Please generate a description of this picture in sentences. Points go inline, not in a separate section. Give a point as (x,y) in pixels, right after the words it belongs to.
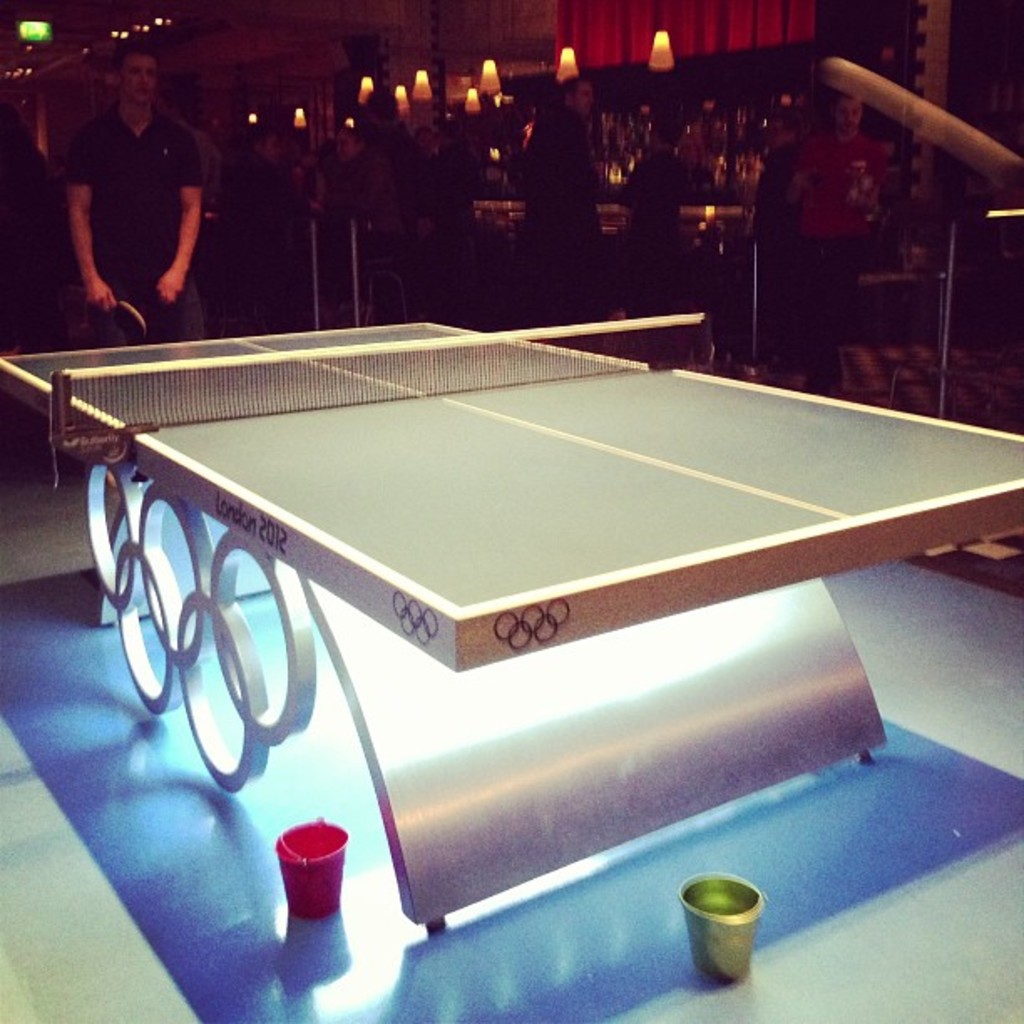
there is a table tennis board (398,444). behind it, a person (107,187) is standing. left to him there lights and other people (637,197) standing.
